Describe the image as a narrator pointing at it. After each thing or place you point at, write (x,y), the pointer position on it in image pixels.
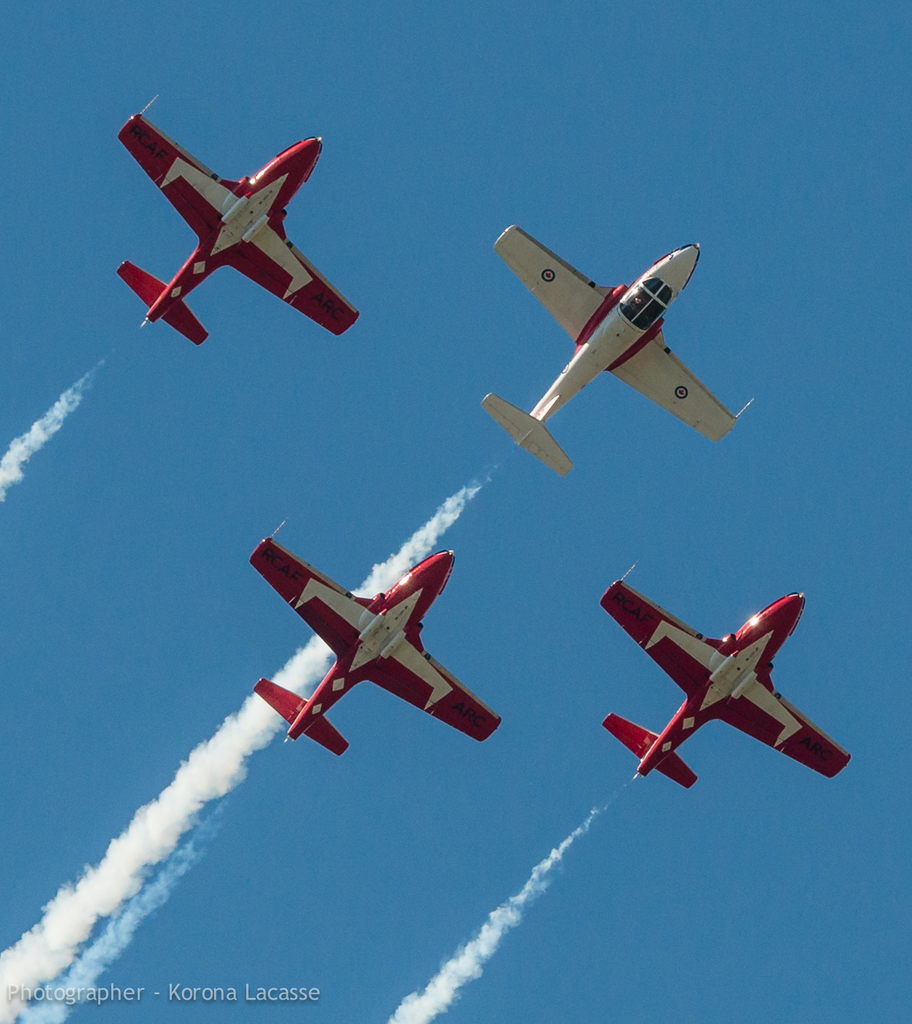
In this picture we can see airplanes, exhaling smoke (512,912), in the bottom left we can see some text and we can see sky (709,743) in the background (605,160).
